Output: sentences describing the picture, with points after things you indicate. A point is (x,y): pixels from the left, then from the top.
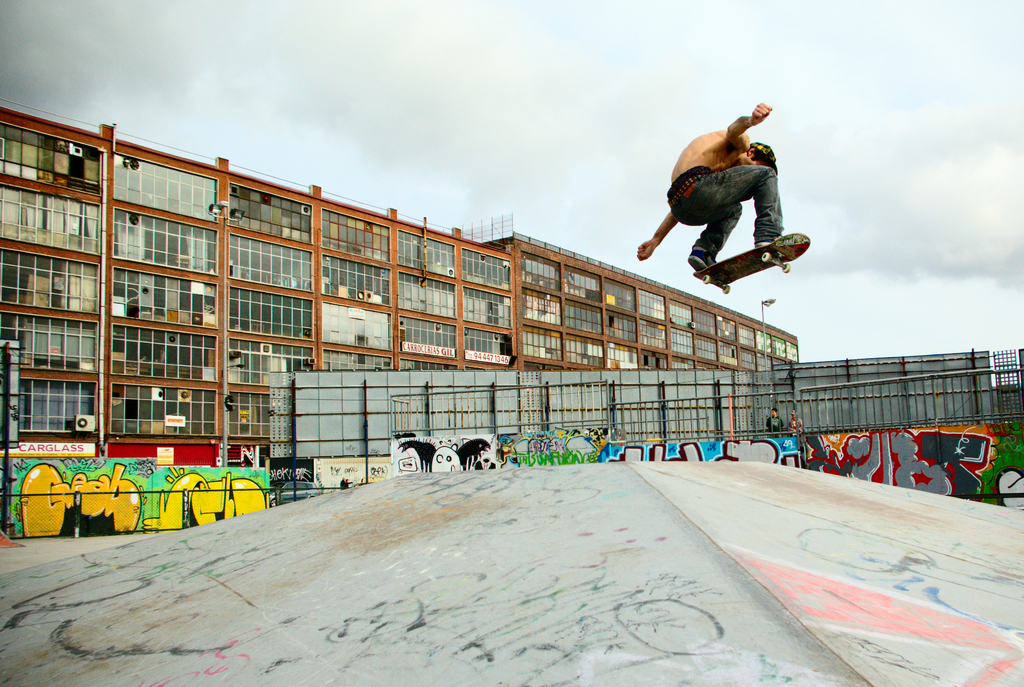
In this picture there is a boy (779,212) who is skateboarding and there are posters (89,505) in the center of the image (496,365) and there are buildings (399,303) in the background area of the image (306,360).
